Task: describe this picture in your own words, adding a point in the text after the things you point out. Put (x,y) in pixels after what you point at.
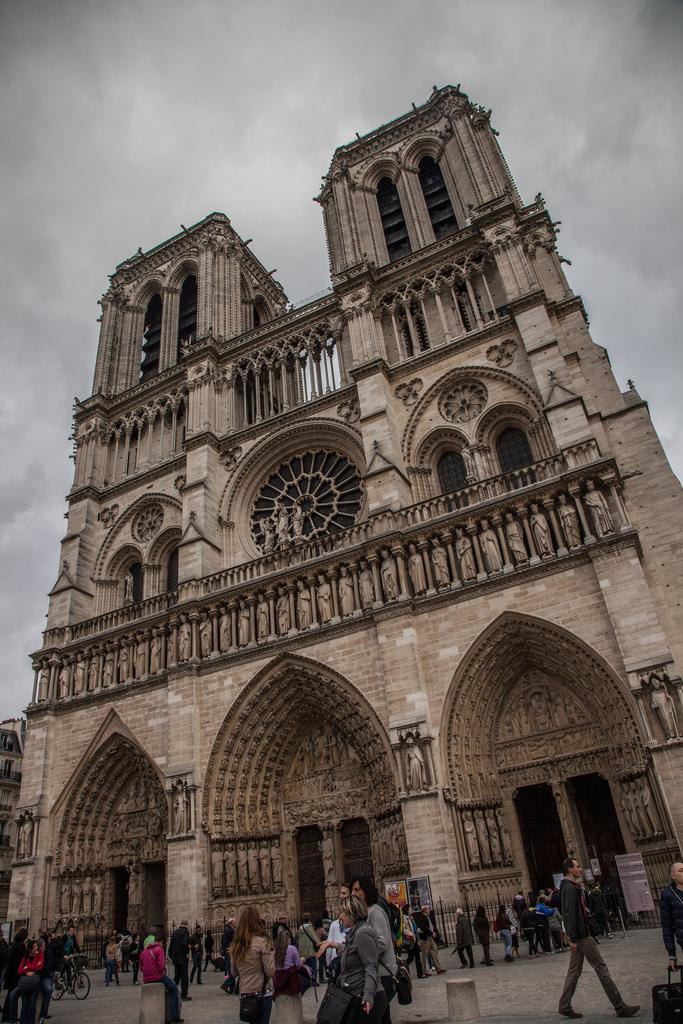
In the center of the image (372,525) there is a building (374,538). At the bottom of the image (568,962) we can see persons (176,1004). In the background (285,251) we can see clouds (219,131) and sky (541,80).
